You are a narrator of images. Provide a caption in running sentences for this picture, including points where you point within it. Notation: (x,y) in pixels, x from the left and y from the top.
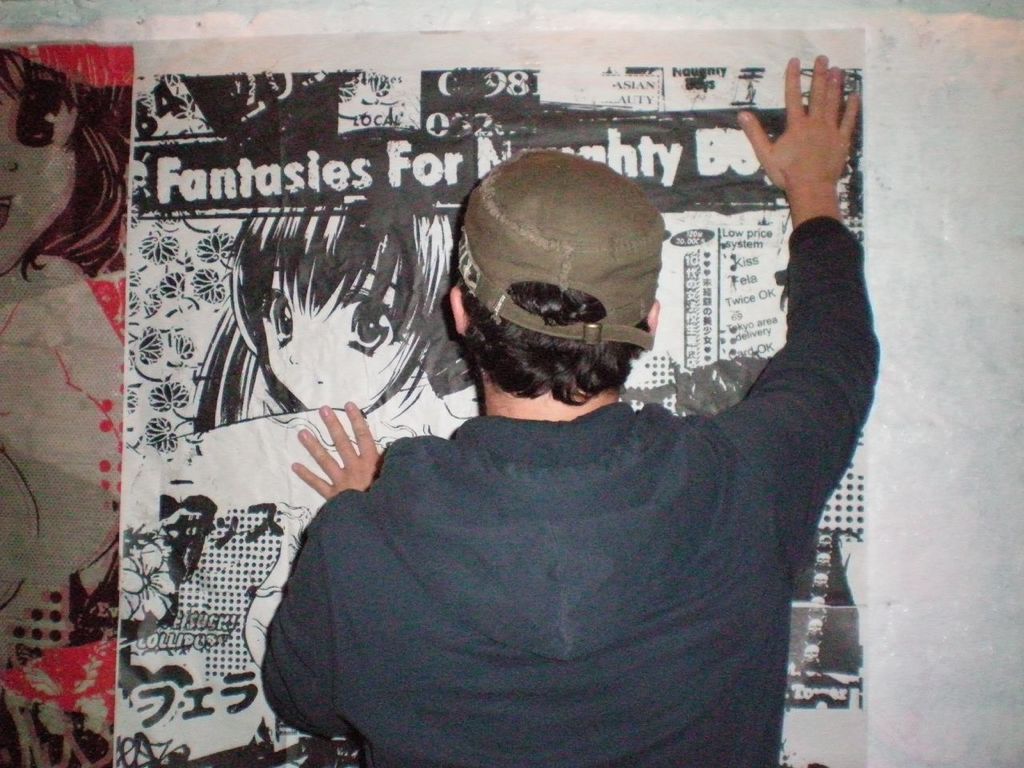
In this image we can see a person (564,356) wearing a cap (574,328) and holding a poster (309,419) on the wall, in the poster (422,399) we can see a few pictures (332,299) and some text (425,181).
